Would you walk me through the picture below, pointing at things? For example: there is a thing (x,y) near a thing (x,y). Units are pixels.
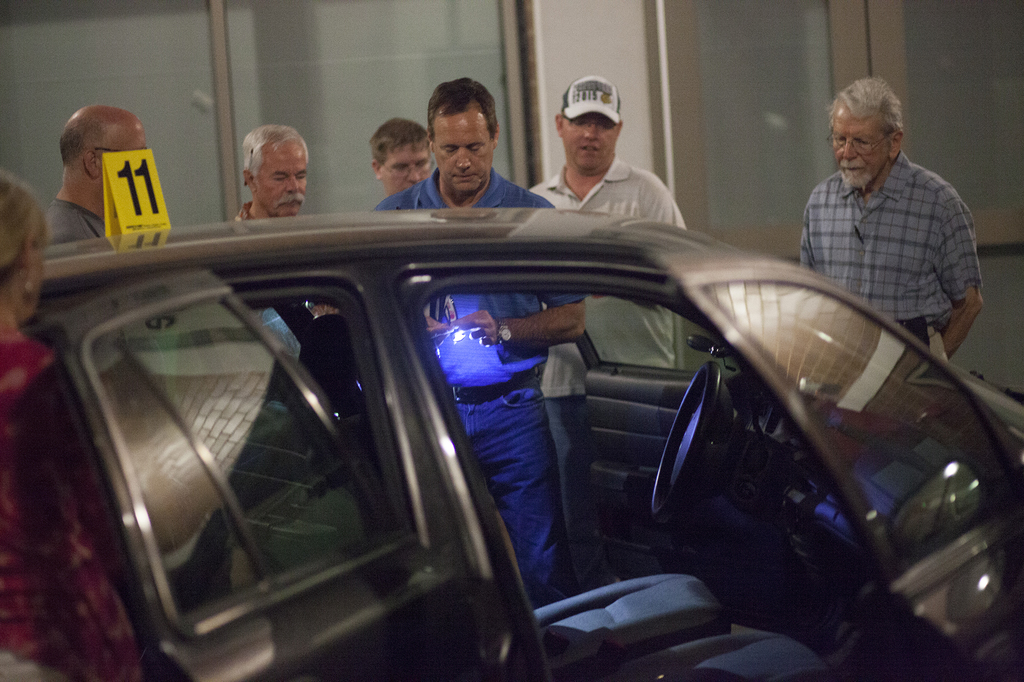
In the center of the image (619,344) there is a car (620,392). In the background (538,406) we can see persons (885,173) and windows (251,54).
